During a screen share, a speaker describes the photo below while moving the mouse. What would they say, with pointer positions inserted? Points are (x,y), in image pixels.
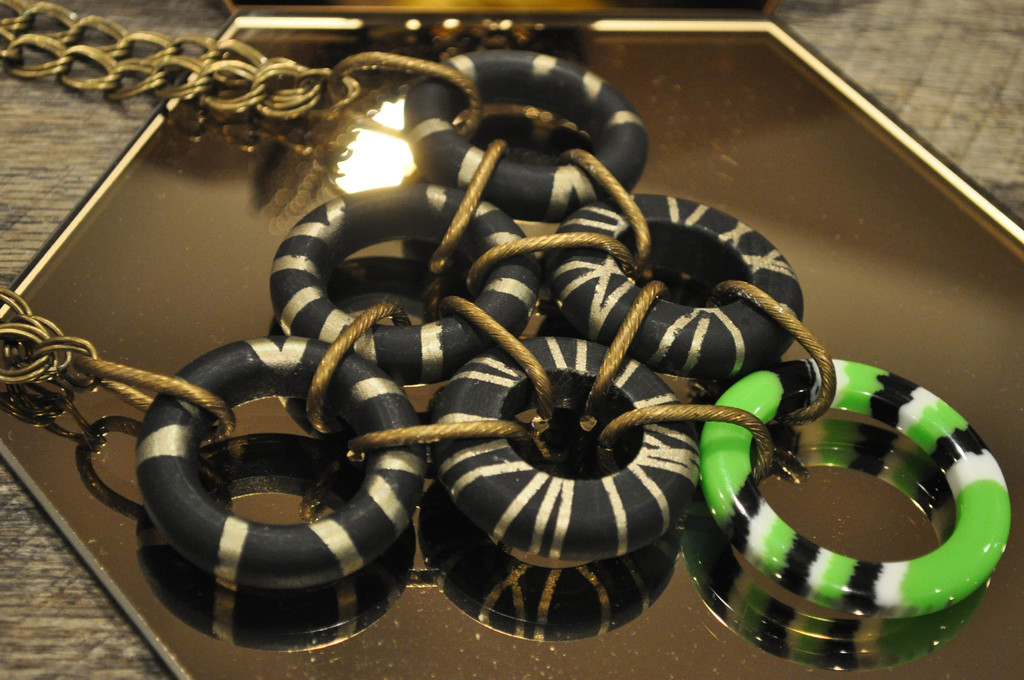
On this mirror (887,351) there are rings (379,205) and chain (77,33).
